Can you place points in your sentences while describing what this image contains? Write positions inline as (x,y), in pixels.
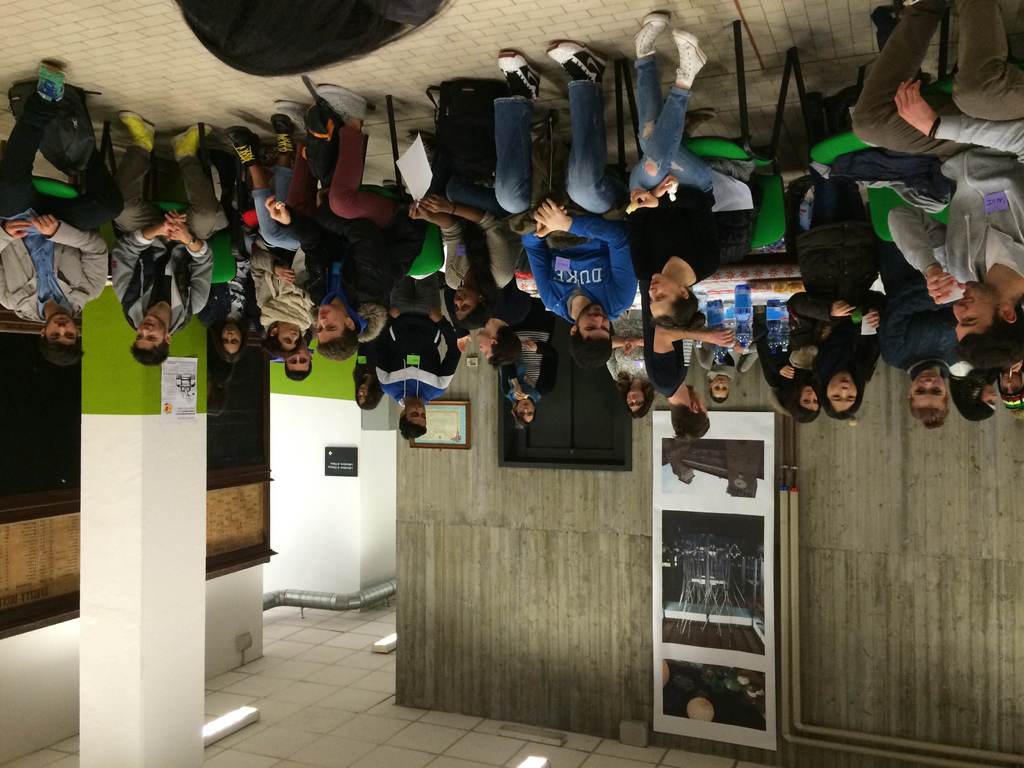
This is a reverse image. People (136,325) are seated on the chairs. There is a pillar (106,701), photo frame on the wall (250,608) and a pipe (325,603) is present at the back (288,603).
